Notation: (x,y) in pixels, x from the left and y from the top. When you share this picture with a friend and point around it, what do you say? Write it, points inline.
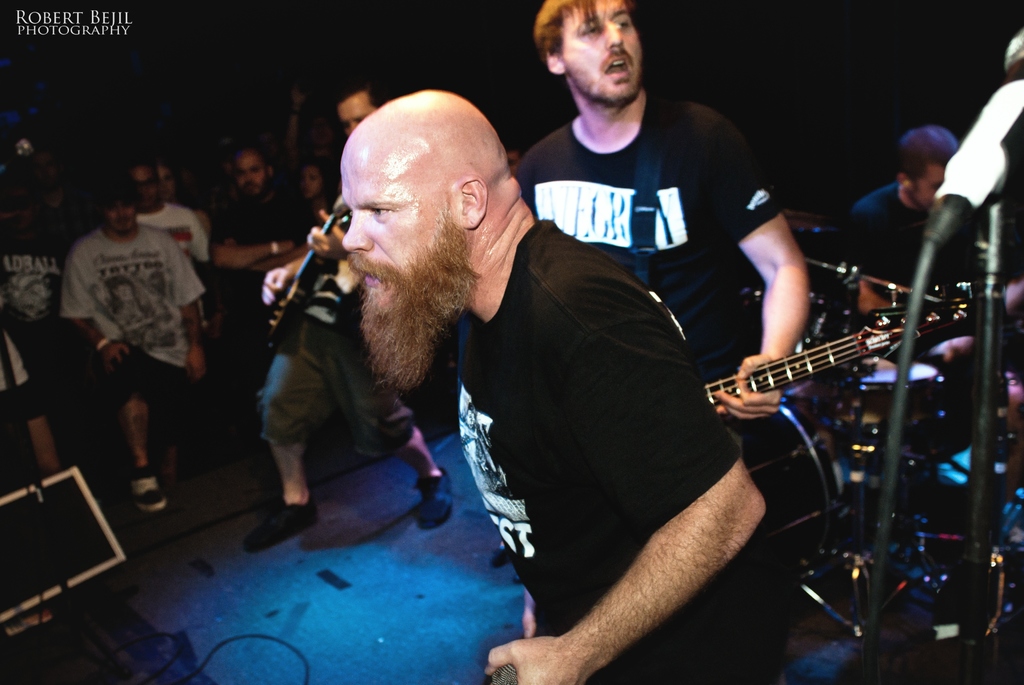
In this image we can see a person (532,429) wearing black t shirt (542,482) is standing. In the background (612,171) we can see this persons (641,164) holding guitar (277,315), this person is playing drums (925,416) and this people (221,224) are standing.
